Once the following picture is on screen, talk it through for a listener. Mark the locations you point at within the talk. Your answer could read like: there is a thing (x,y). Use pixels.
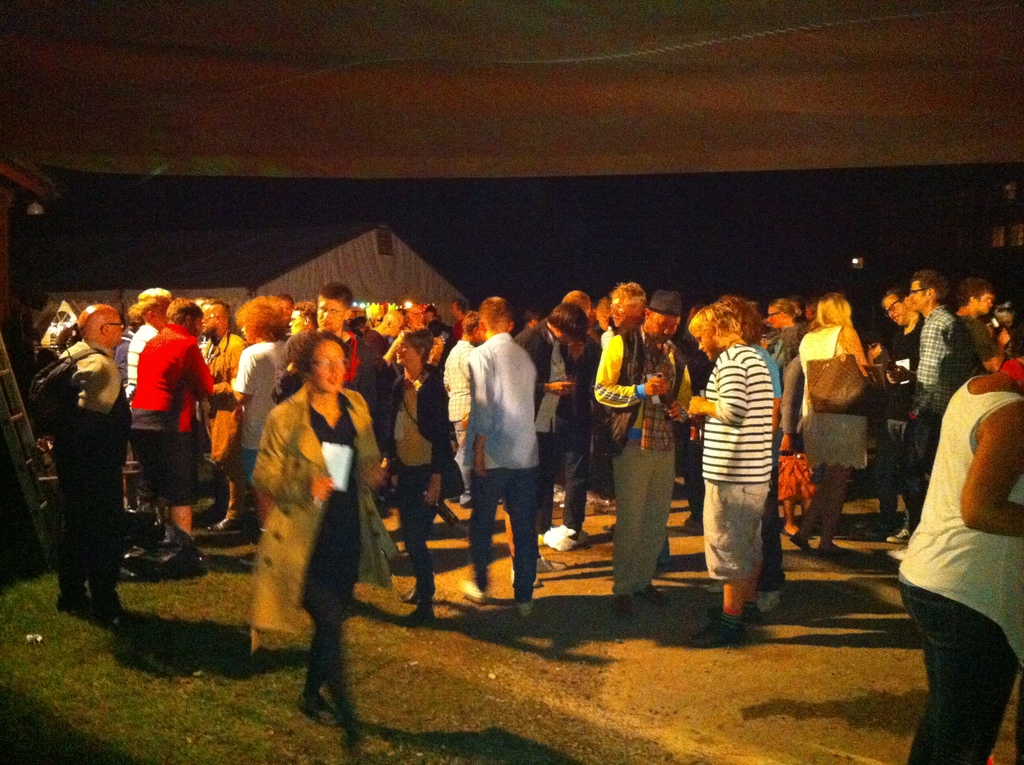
In this image there are a group of people (491,397) standing and some of them are holding papers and some of them are wearing bags (814,388) at the bottom (770,728) there is walkway (743,720) and grass (190,625) and in the background (400,237) it looks like a tent (171,257) and there are objects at the top of the image (201,129) there is some object (182,103) and it looks like a cloth (867,139).
